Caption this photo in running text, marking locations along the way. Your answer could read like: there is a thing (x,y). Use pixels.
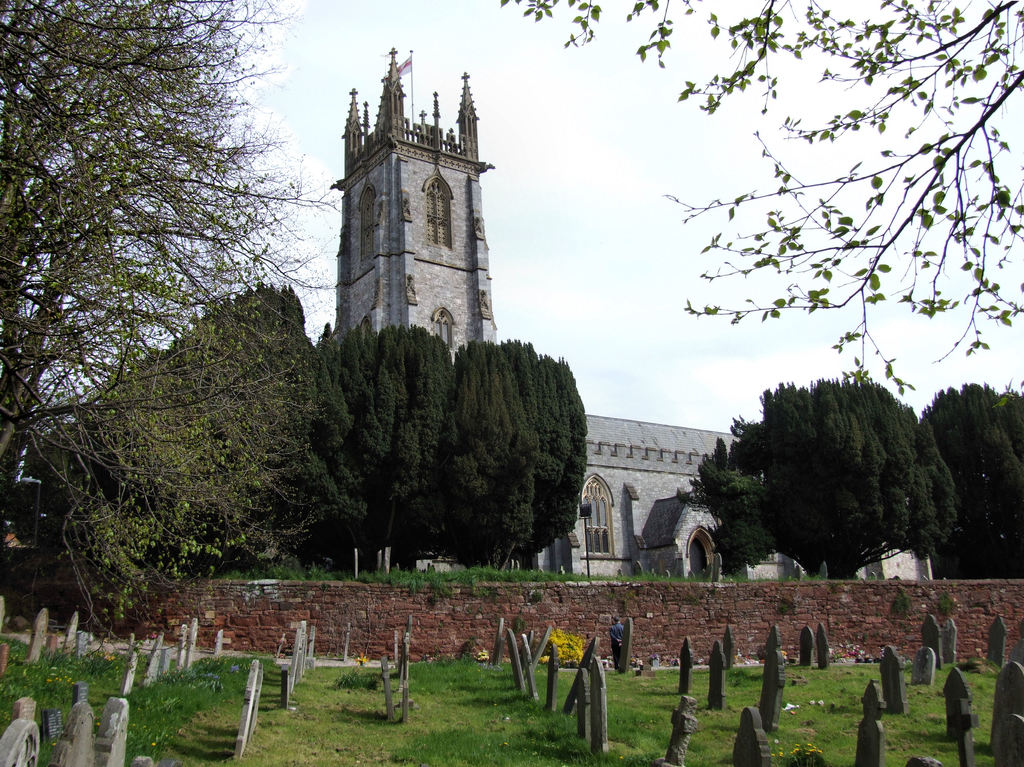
In this picture we can see graves (254,665), wall (355,618), trees (535,507), building (633,493) with windows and in the background (565,175) we can see the sky (602,147) with clouds (590,163).
